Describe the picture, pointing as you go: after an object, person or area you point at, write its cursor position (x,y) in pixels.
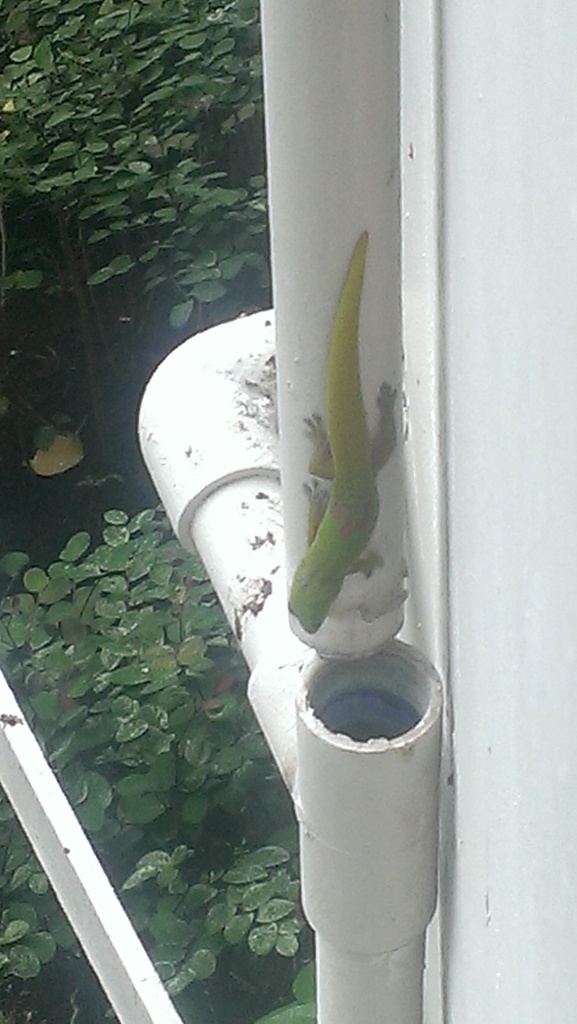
In this picture we can see a wall (545,477) and pipes (413,685) on the right side (546,470), in the background (192,604) there are plants (156,159) and leaves (163,73).
